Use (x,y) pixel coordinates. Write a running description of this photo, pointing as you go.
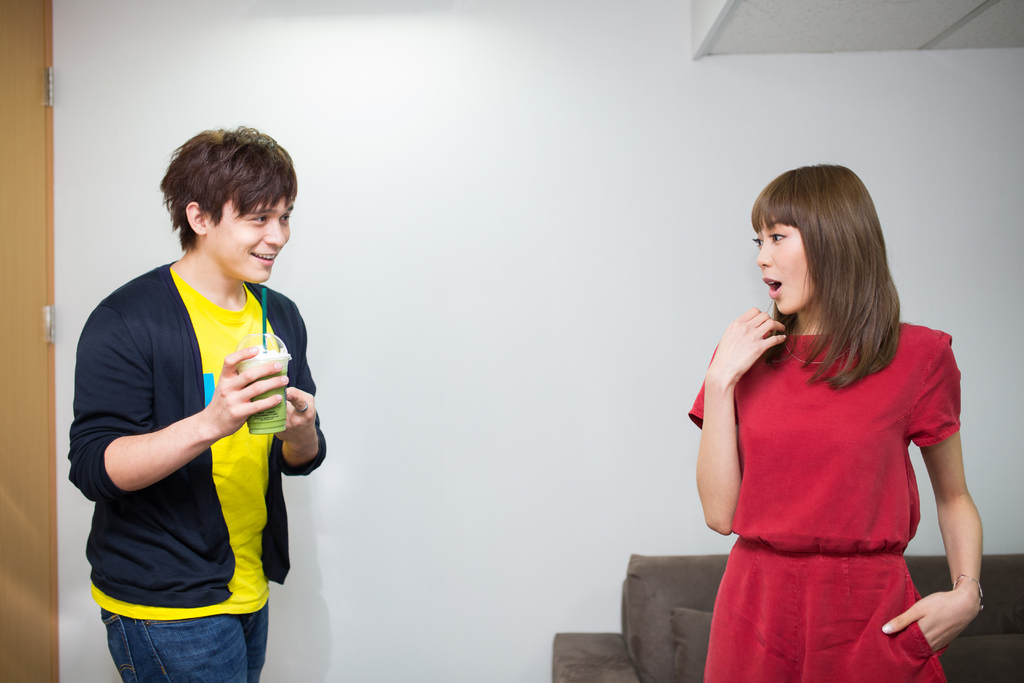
In this image we can see a man (264,441) and a woman (943,620) standing. In that a man (277,492) is holding a glass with a straw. On the backside (530,609) we can see a couch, door (53,538) and a wall (337,459).
